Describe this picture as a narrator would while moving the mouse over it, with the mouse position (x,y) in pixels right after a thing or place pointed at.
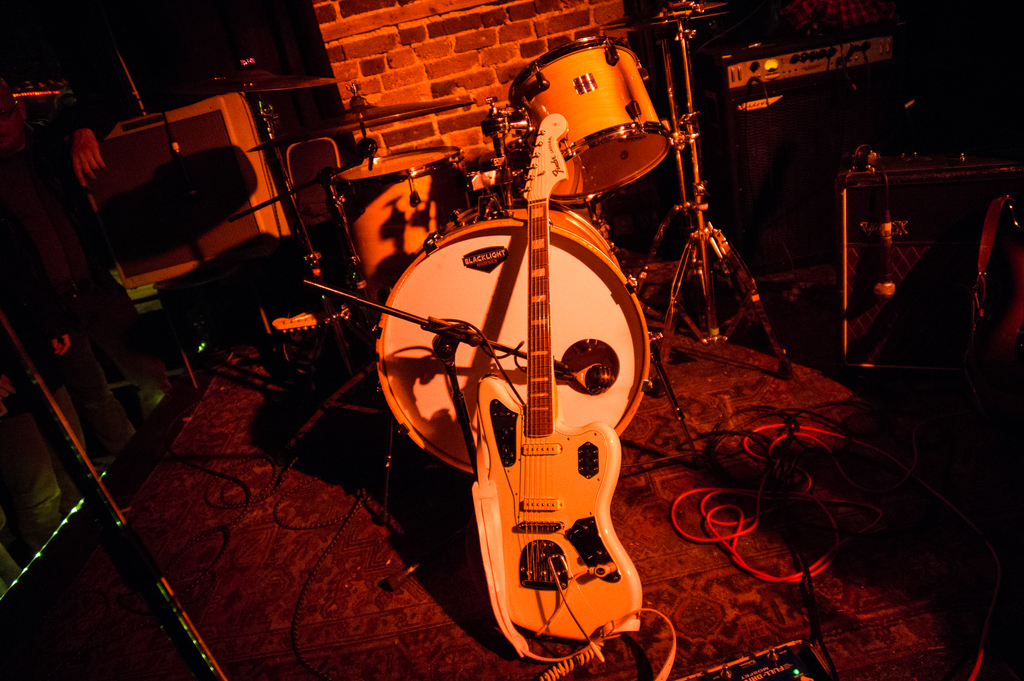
In this picture we can see musical instruments (549,480) such as guitar (536,314), drums (504,244) and we have mic stand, wires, wall (485,45) and it is dark.
